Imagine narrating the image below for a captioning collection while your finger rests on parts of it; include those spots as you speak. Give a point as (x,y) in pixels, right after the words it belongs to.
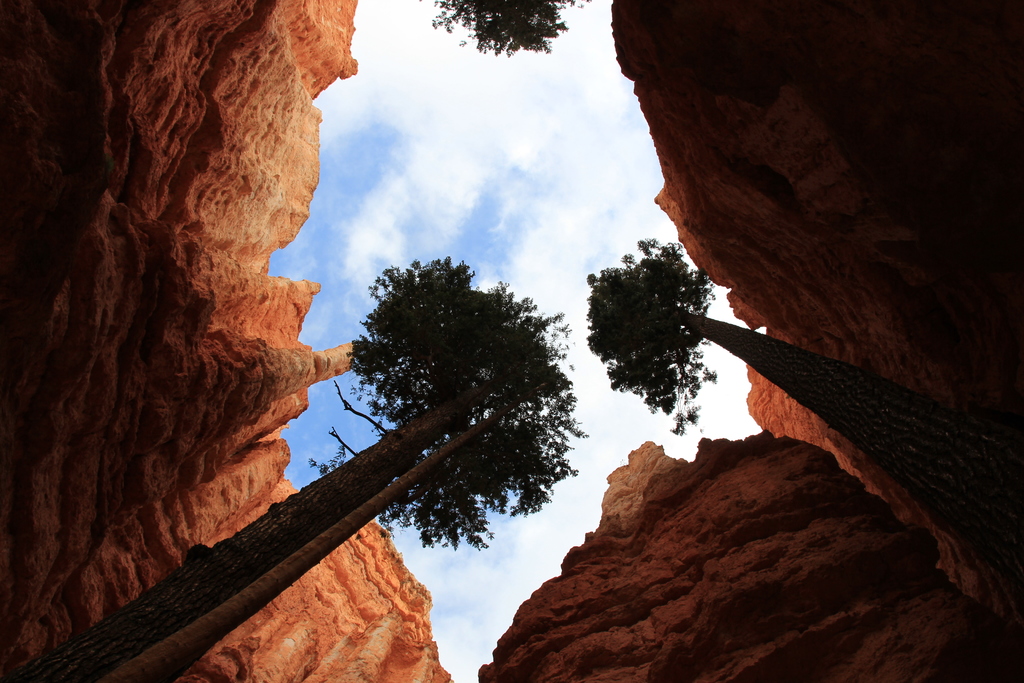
In this image I can see few trees (300,543) which are brown and green in color and few huge rocky mountains (167,267) around the trees (920,413) which are brown and orange in color and in the background (402,183) I can see the sky (433,164).
